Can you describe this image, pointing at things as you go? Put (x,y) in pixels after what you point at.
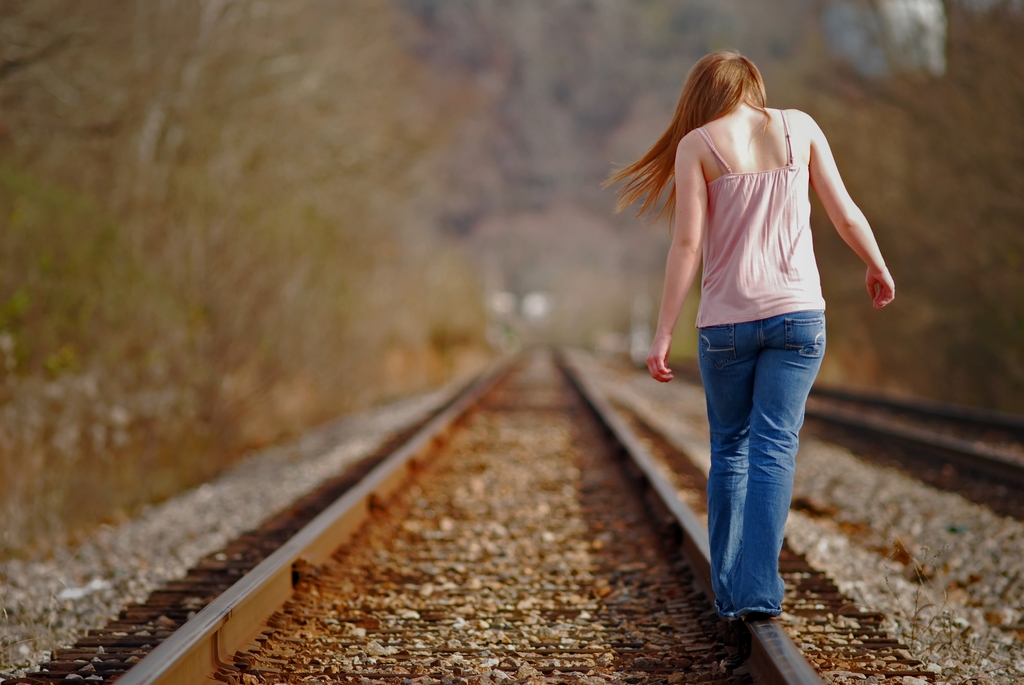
In this image we can see a woman (727,284) walking on the railway track (590,510) and a blurry background (419,296).
